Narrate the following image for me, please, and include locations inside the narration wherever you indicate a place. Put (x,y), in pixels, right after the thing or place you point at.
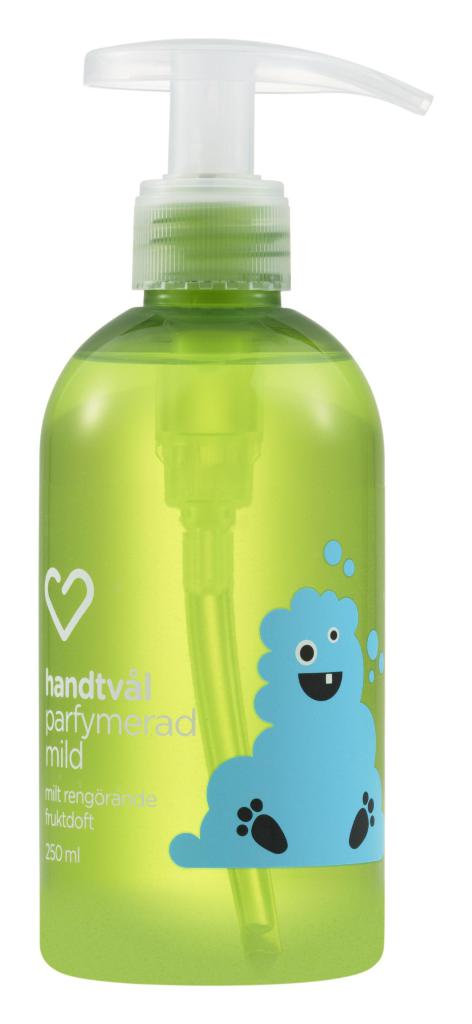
In this image, There is a bottle (320,401) which is in green color and the handle (214,138) of the bottle (139,242) is in white color, There is a picture (289,699) printed on the bottle (308,732) which is in blue color.
